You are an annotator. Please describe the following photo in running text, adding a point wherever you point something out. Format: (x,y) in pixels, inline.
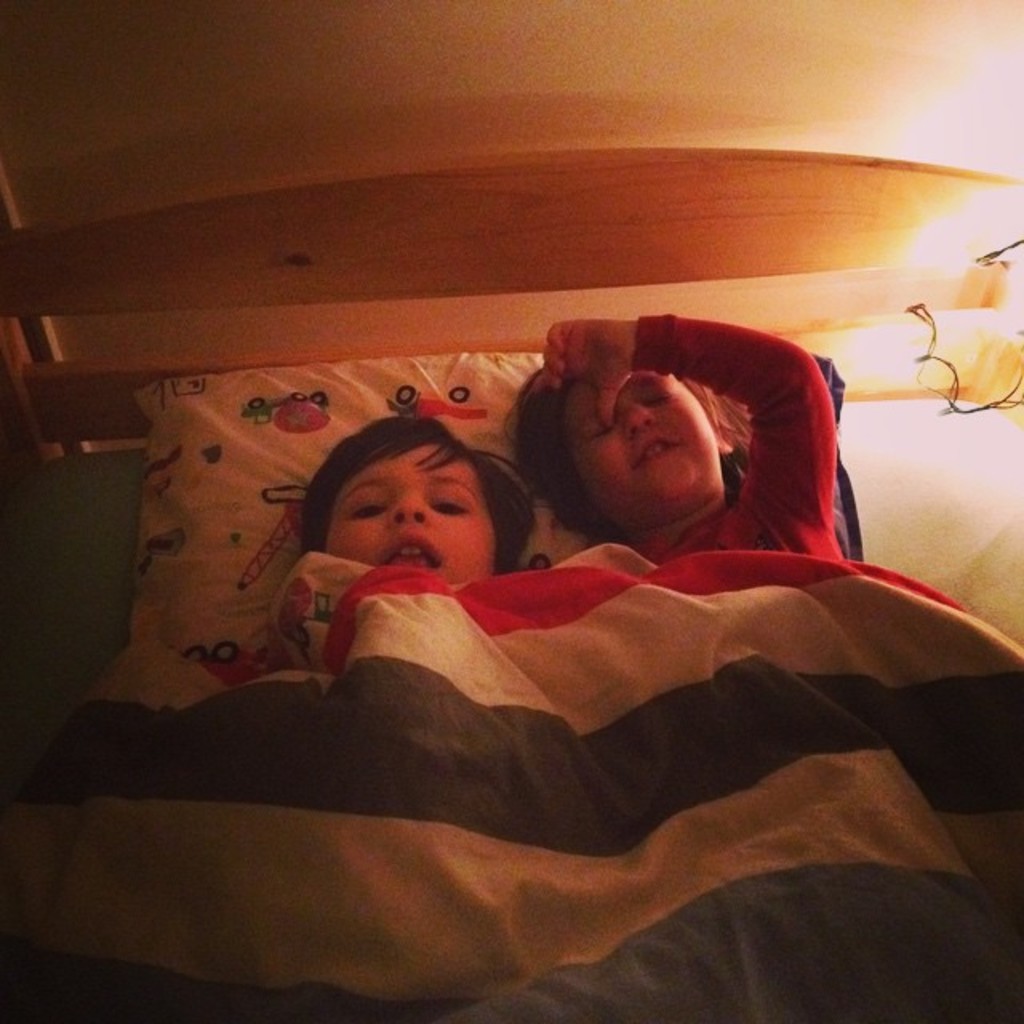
In this picture two kids (516,472) are lying on a bed (280,303). Both of them are under a blanket (728,902). On the right side (1014,217) there is a light (1014,203). There is a white pillow (243,447) with some designs (298,420).
